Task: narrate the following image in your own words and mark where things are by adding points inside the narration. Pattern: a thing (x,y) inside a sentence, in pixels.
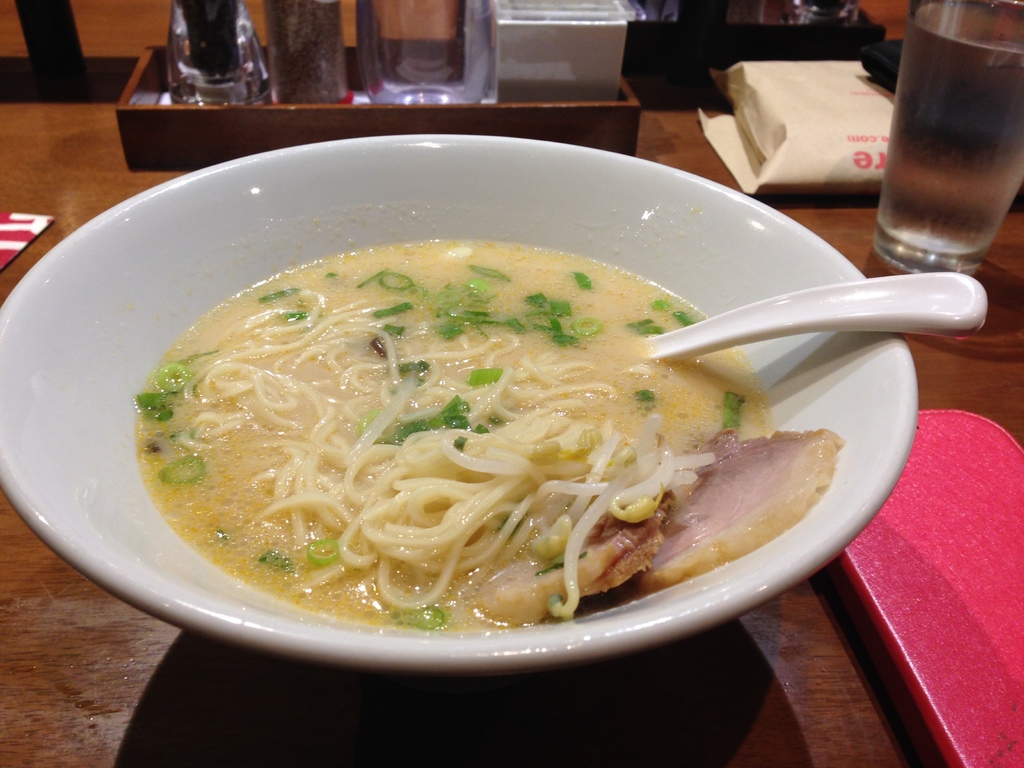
In the image we can see a bowl (659,605), white in color. In the bowl (344,213) there is a food item (493,391) and a spoon (726,339), this is a wooden surface (364,674), glass (928,165), paper bag (812,125) and other objects (919,643).
